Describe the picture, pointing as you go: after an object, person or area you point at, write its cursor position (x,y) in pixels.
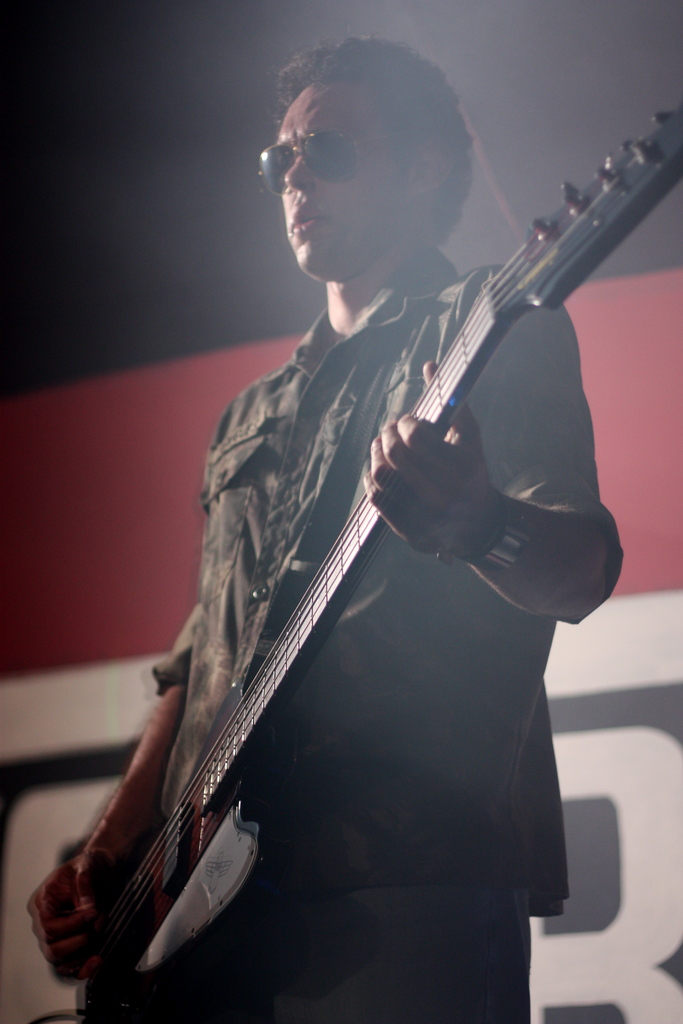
In this image there is a man (405,367) he is wearing goggles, shirt (295,392) and trousers (453,940) and he was playing a guitar (240,712). In the background (107,409) there is a wall (107,399) and some text (70,771) on it.
